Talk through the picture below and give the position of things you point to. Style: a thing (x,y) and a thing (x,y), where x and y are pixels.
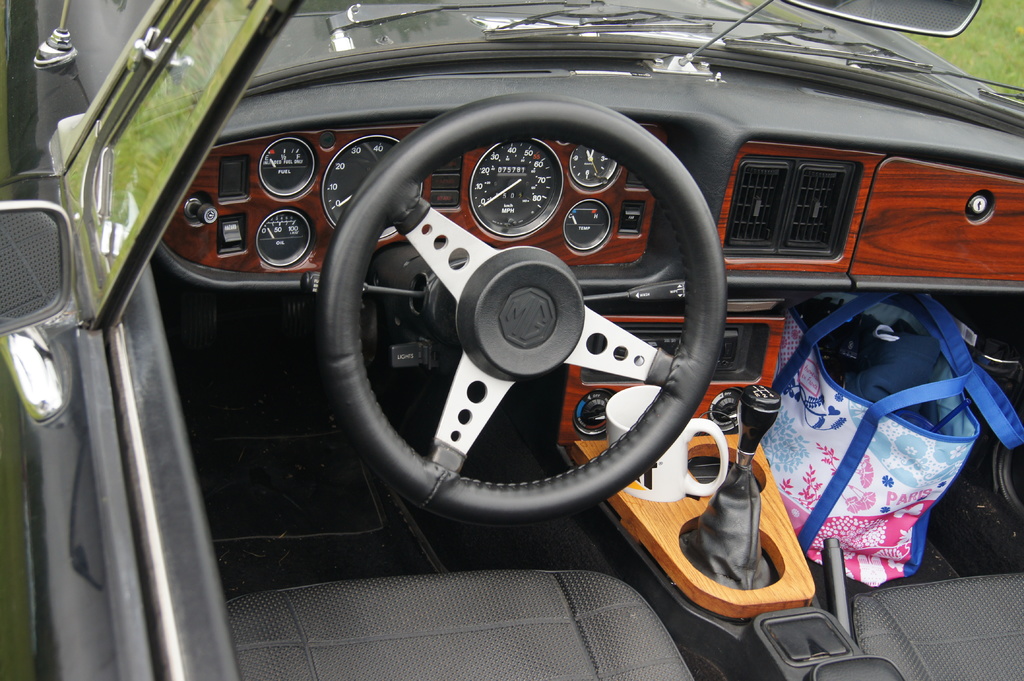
This is the inside view of a car (804,637) where we can see steering (615,359), cup (672,480), gear (745,513), mirror (926,14) and one blue color bag (926,460).
